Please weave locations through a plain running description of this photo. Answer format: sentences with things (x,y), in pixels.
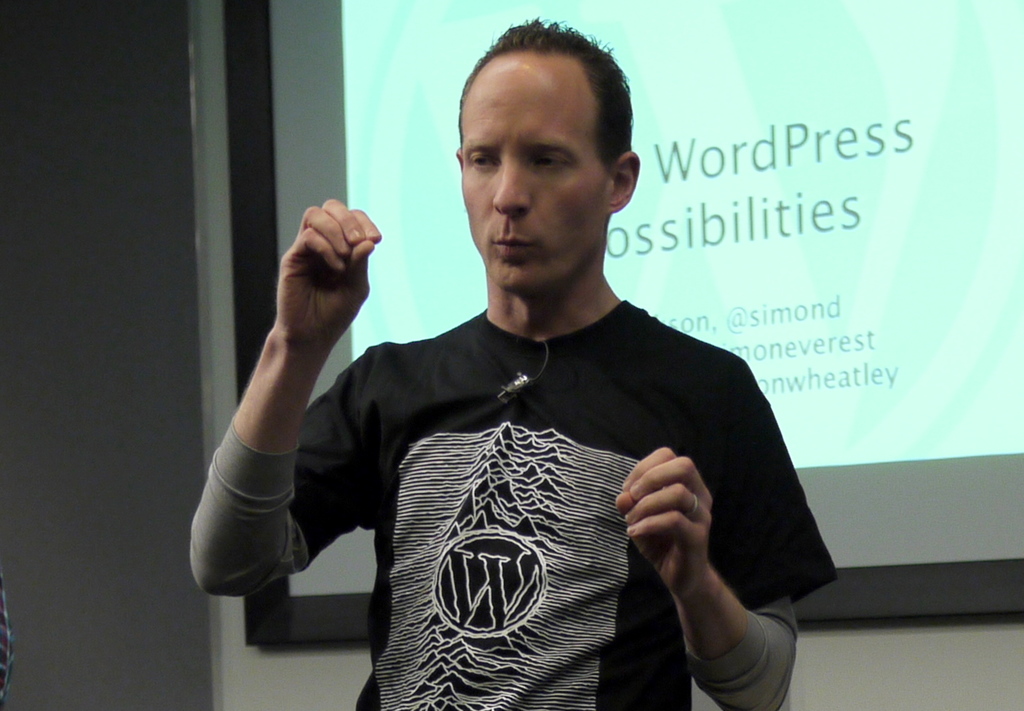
In the picture we can see a man (626,524) standing and talking something doing actions with the hands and he is in black T-shirt (715,501) with some designs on it and behind him we can see a wall (150,46) with a screen (855,547) and some information (821,218) focused on it.
